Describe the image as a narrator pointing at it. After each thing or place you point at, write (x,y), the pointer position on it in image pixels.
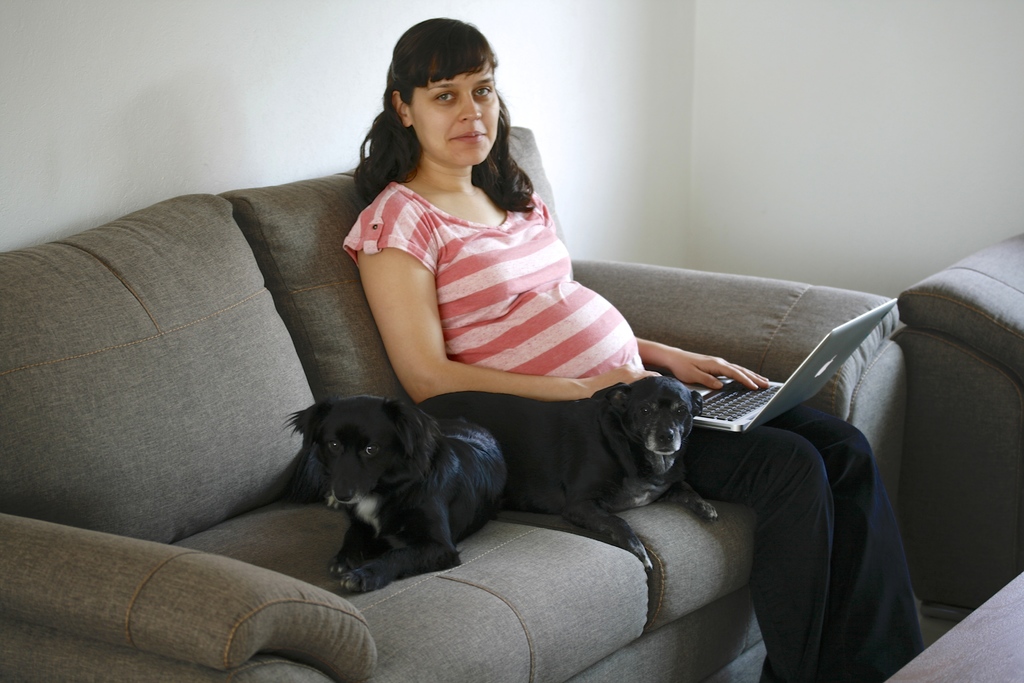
In the image we can see there is a sofa (293,348) on which there are two black colour dogs (442,454) are sitting and beside them there is a woman (433,181) who is sitting and on her lap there is a laptop (812,385). At the back (240,97) the wall (190,90) is in white colour.
